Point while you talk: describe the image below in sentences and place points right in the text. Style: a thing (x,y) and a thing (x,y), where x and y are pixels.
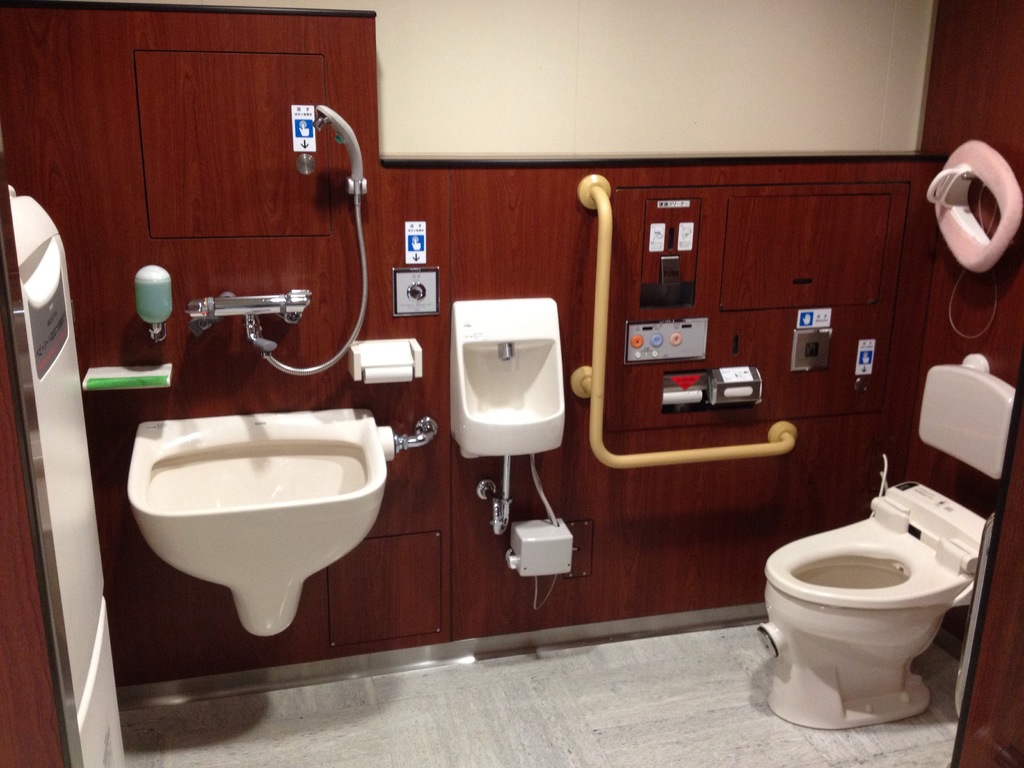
In this picture there is a inside of the bathroom (845,556). In the front (854,652) there is a white color commode (851,639) with tissue papers (747,387) and sensor (817,346). Beside there is a yellow color grab bar (603,408) and a wash basin (264,443) with soap holder (161,316). On the top (526,106) there is a cream color wall (599,121).
